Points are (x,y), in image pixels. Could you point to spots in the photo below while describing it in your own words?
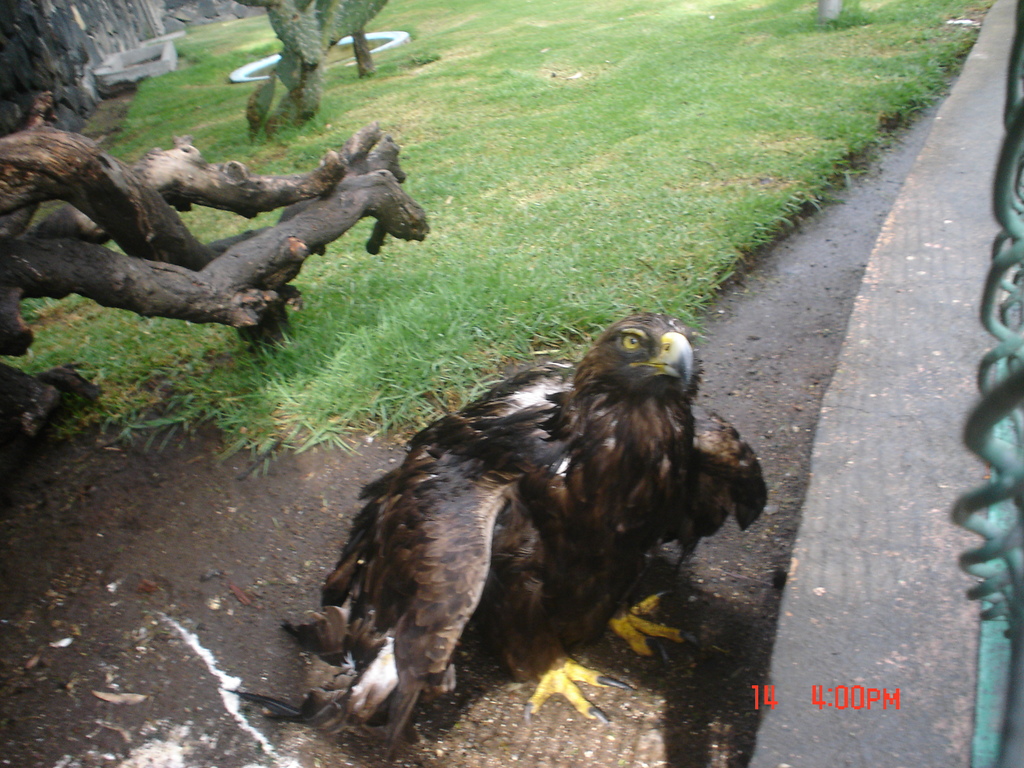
On the right (990,417) we can see fencing (1002,226) and a platform (896,374). In the foreground (528,402) we can see tree (58,380), branches (215,274), eagle (503,489), soil (166,435) and grass (226,393). In the background (394,3) we can see grass (653,17), wall (166,29) and other objects (309,25).
